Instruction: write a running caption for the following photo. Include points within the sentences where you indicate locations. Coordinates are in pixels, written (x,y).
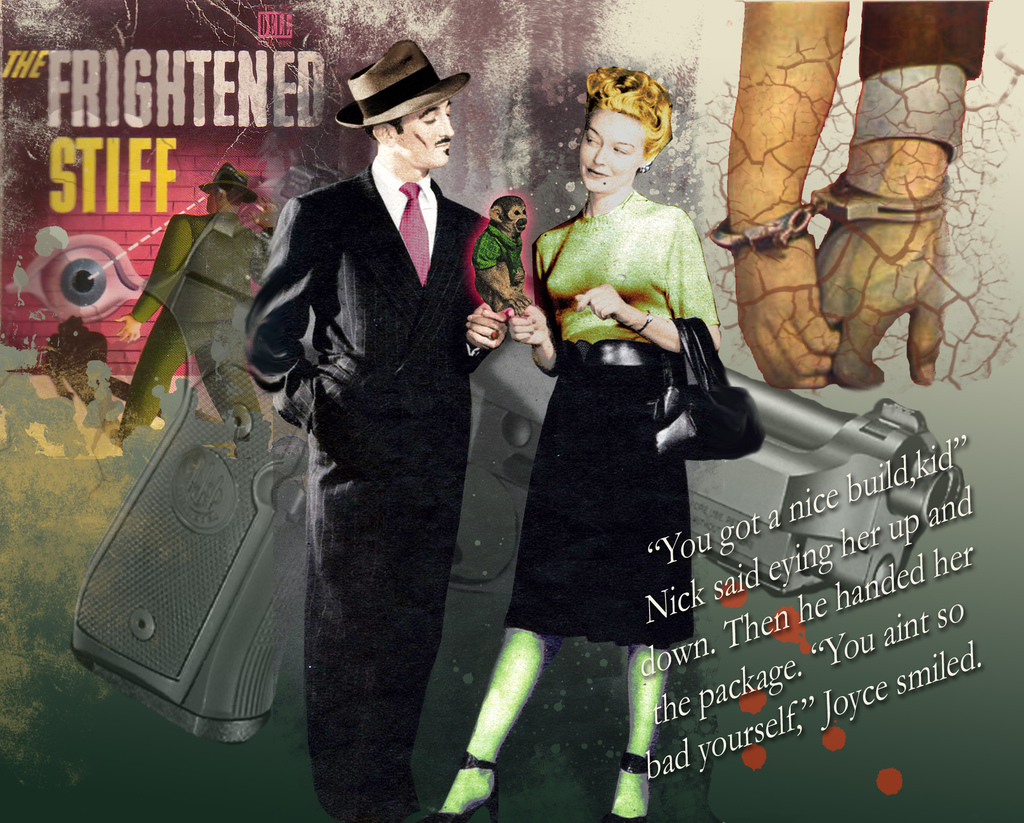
In this picture there is a poster (319,409). In the center (355,301) there is a man (310,626) who is wearing hat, suit (408,602) and shoe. Beside him there is a woman (642,90) who is wearing t-shirt (659,293) and she is holding a bag (717,435) and monkey (502,268). Behind them there is a gun (812,442). In the top right (756,136) I can see two hands (881,238) which are handcuffed. On the left (76,277) there is an eye (89,250) on the wall (86,217). In the bottom right (856,704) there is a quotation (847,654).
